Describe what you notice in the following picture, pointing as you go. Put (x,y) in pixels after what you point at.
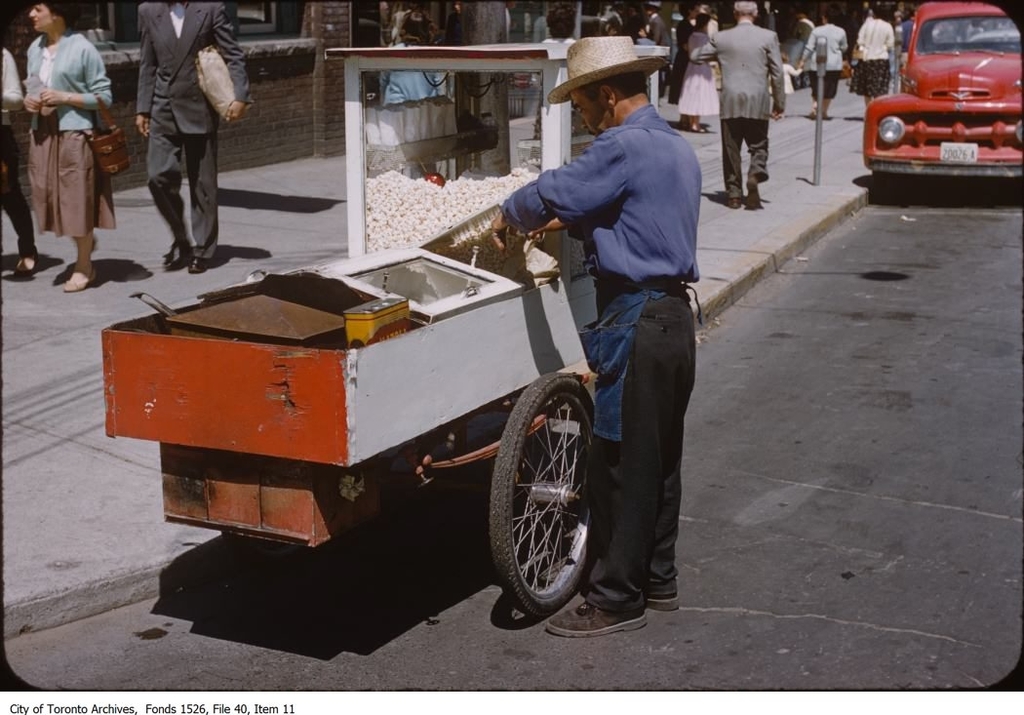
In the image we can see there are people (596,106) standing on the footpath (4,338) and there are vehicles (981,33) parked on the road (736,620). There are popcorns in the box (389,144) and behind there is a building (369,29). The building (339,62) is made up of red bricks (142,175).
